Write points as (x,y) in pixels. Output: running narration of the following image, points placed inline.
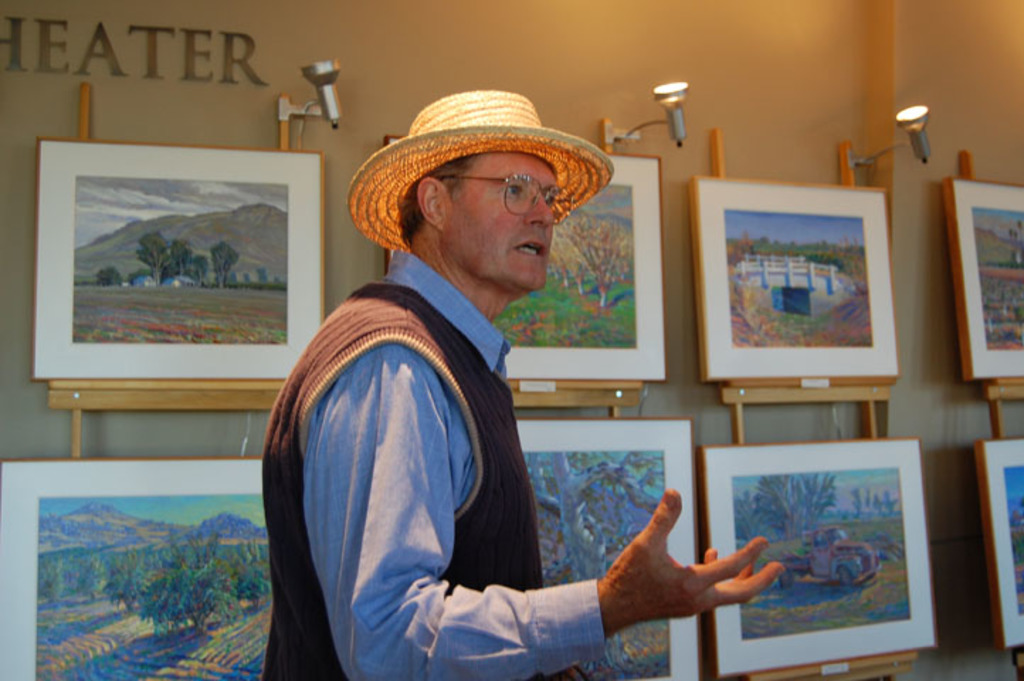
In this image I can see a man (396,364) in the front (549,179), I can see he is wearing a hat (403,179), a specs (530,199), shirt (396,452) and half sleeve sweater (448,358). In the background (166,179) I can see number of paintings (178,198), three lights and on the top left side of this image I can see something is written on the wall (181,95).
